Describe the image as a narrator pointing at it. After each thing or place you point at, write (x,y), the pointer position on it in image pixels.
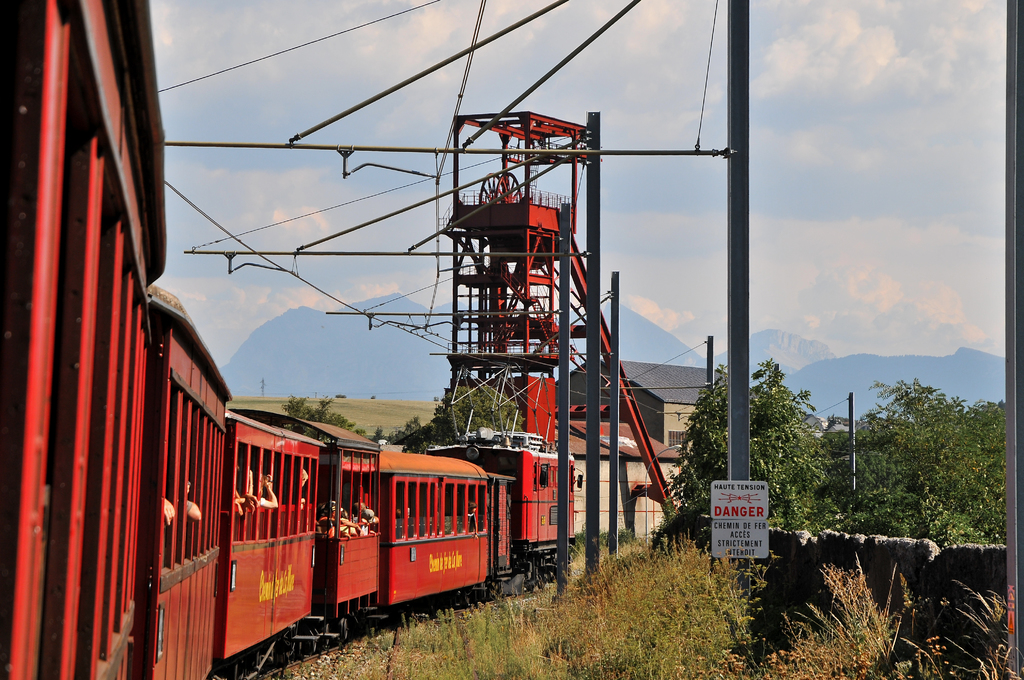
In the center of the image (628,405) we can see trains (245,458), some persons (187,490), tower (540,145), rods (281,148), wires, poles (739,280), house (691,389), trees (780,494), board (740,522), wall (881,547) are present. At the top of the image (807,138) clouds (870,123) are present in the sky (642,213). In the middle of the image (660,359) hills (261,356) are there. At the bottom of the image (676,613) some plants (652,628), ground (376,646) are present.
